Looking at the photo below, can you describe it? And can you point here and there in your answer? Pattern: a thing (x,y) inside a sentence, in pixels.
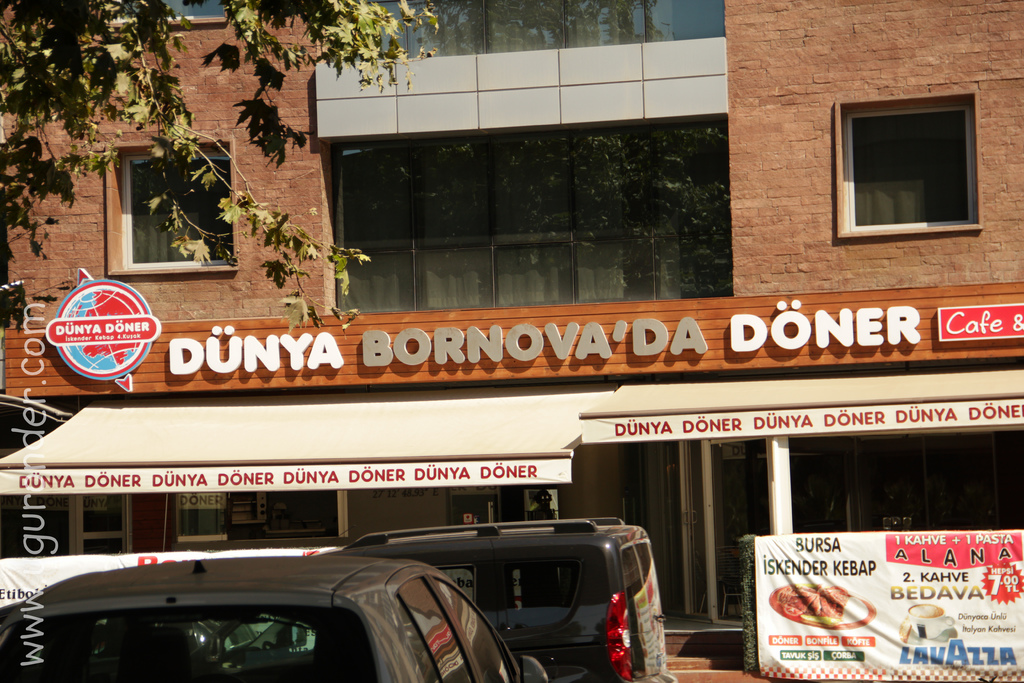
Here at the bottom (410,599) we can see vehicles (337,604) and a banner (909,617). In the background (399,434) there is a building (770,74), text (562,355) written on the wall (708,309), windows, glass doors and on the left side (134,46) we can see a tree (121,97).
